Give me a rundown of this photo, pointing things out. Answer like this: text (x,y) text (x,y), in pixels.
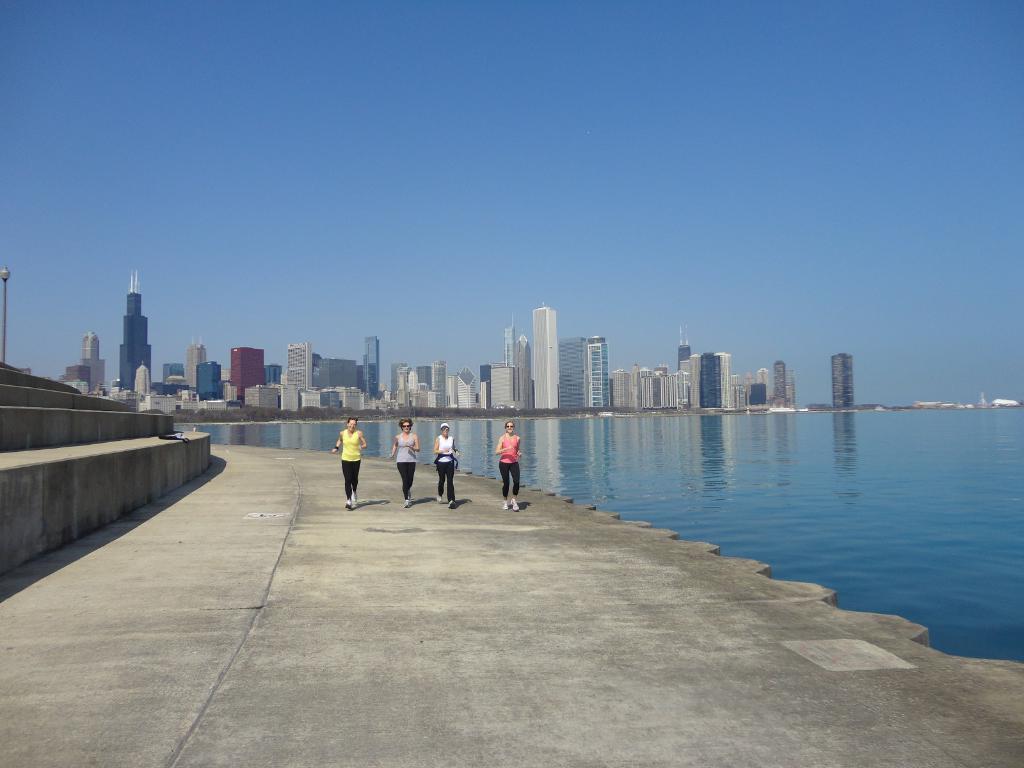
In this image in the center (406,471) there are persons (446,473) running. On the right side (804,480) there is water (845,480). In the background (92,338) there are buildings (503,367), on the left side (43,423) there are steps (50,417) and there is a pole (4,316).
